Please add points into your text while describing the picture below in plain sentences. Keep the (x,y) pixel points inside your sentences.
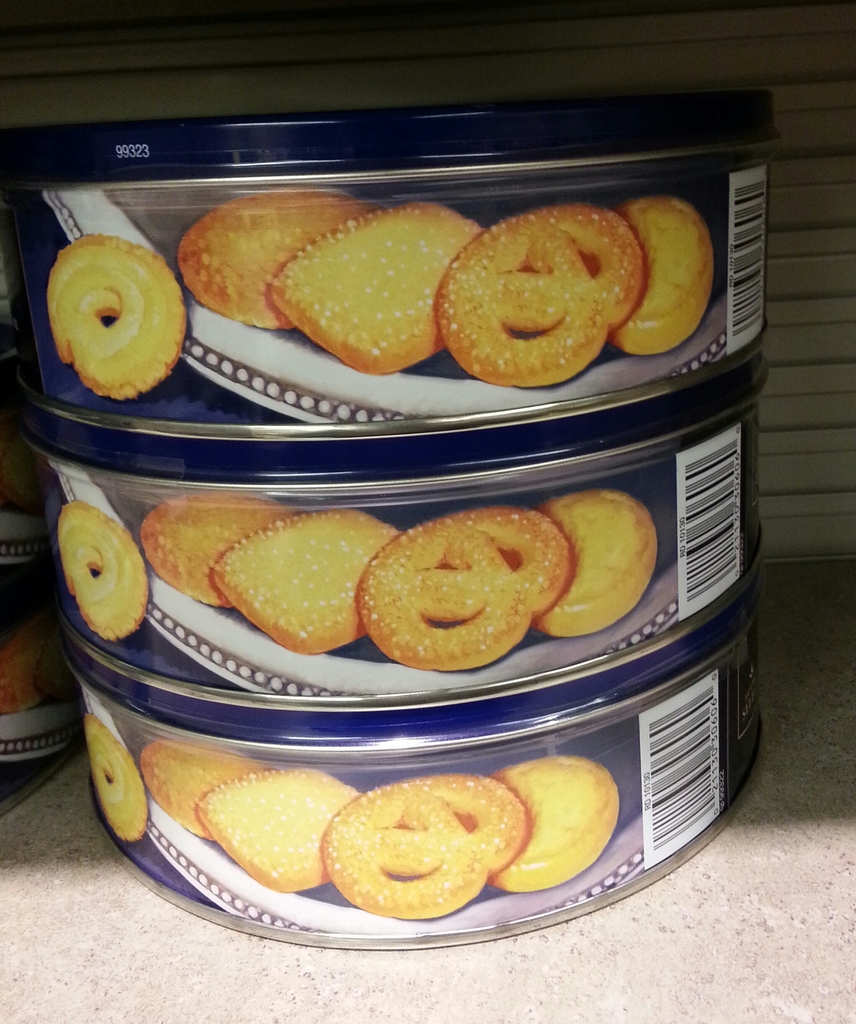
In the image there are three cookie boxes (366,182) one above other on table (796,772), behind it there is wall (532,23).
